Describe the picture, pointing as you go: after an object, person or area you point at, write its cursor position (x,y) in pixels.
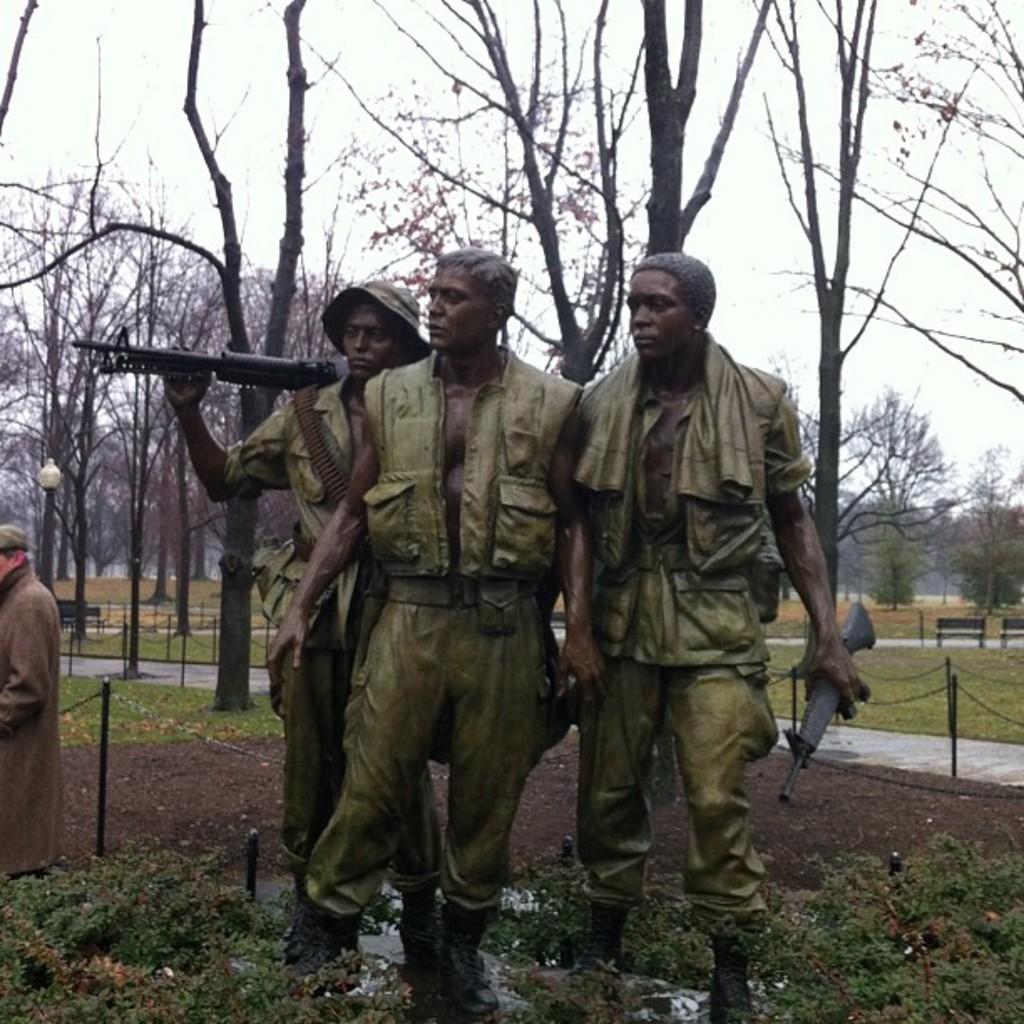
In this picture I can see sculptures (674,413) of three persons (407,447), there are plants (99,898), chain barriers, there are benches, there is a person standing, there are trees (237,539), and in the background (79,119) there is the sky (971,153).
